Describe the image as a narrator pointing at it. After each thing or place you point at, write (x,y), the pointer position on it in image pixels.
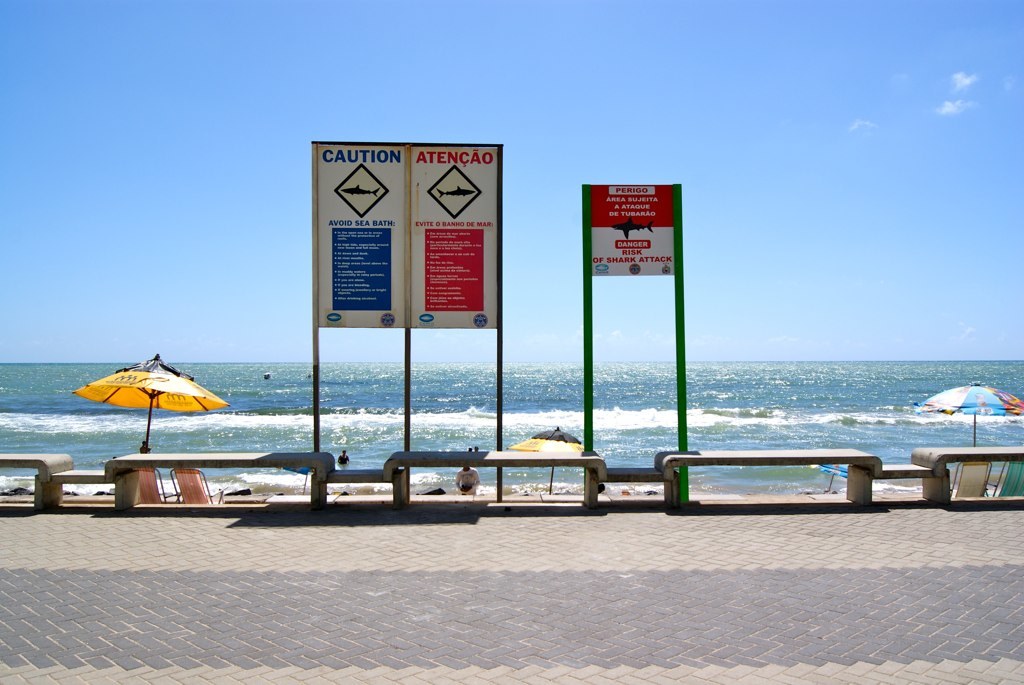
In this picture there are boards (400,253) on the pole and there are umbrellas (950,396) and there are chairs (197,479) and there are two persons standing behind the benches (398,476). In the foreground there are benches (291,458). At the back (514,397) there is water (514,388). At the top (368,118) there is sky (638,103) and there are clouds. At the bottom (723,533) there is a road (219,564).
